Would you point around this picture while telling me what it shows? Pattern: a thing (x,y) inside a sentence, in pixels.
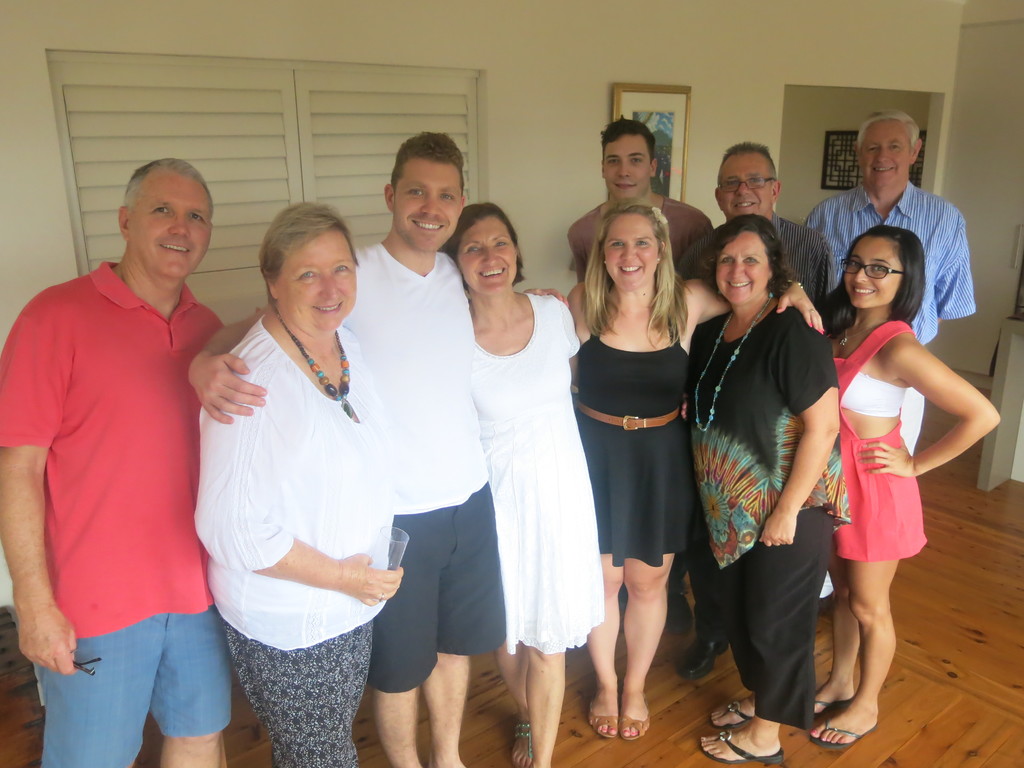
There are persons (855,198) in different color dresses (853,213), smiling and standing on a floor (915,656). In the background (731,112), there is a photo frame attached to a wall (572,39) which is having a window (267,117).
